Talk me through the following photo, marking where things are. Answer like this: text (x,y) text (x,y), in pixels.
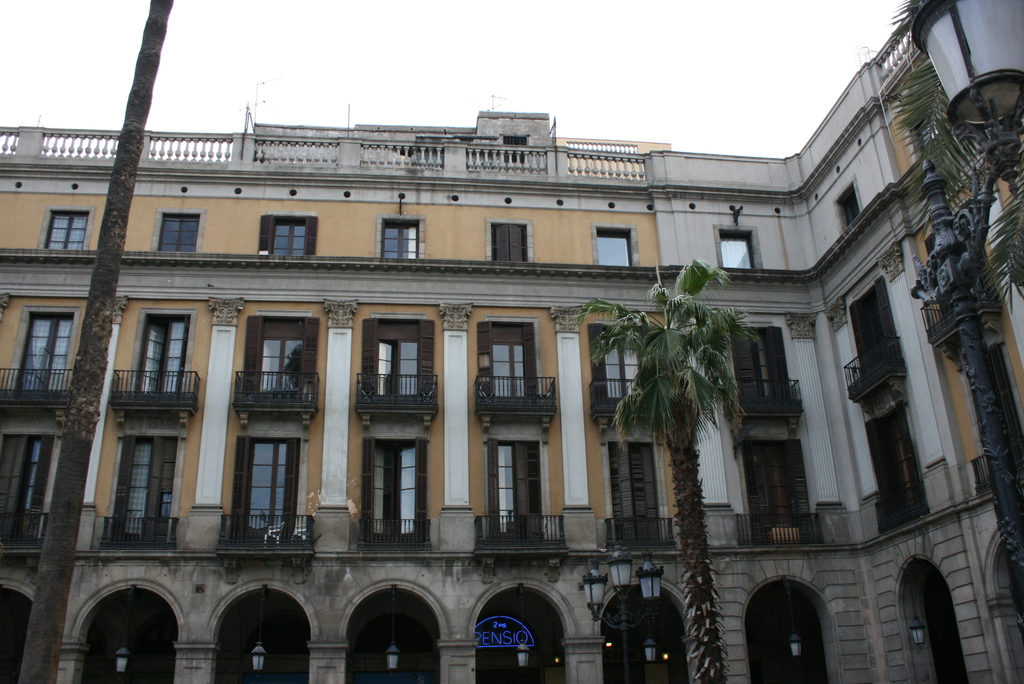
On the left side (136,156), there is a tree (60,538). On the right side (941,185), there is a light (944,21) and there is a tree (920,81). In the background (942,424), there is a building (269,206) having glass windows (179,348), in front of this building (551,427), there is a tree (691,411) and there is sky (209,19).
